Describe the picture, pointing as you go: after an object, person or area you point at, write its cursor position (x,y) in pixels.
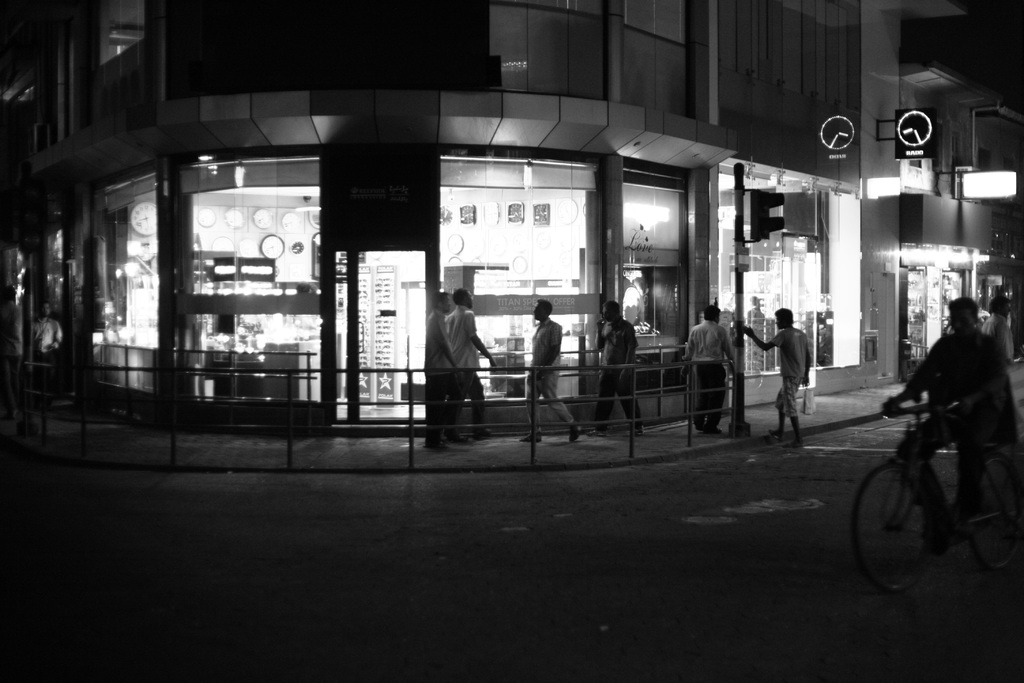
In this image I see few people (446,437) who are walking on the path (375,440) and this man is on the cycle (861,482). In the background (45,237) I see building (75,16) and I see a clock shop (239,249) over here and I can also see a traffic pole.
